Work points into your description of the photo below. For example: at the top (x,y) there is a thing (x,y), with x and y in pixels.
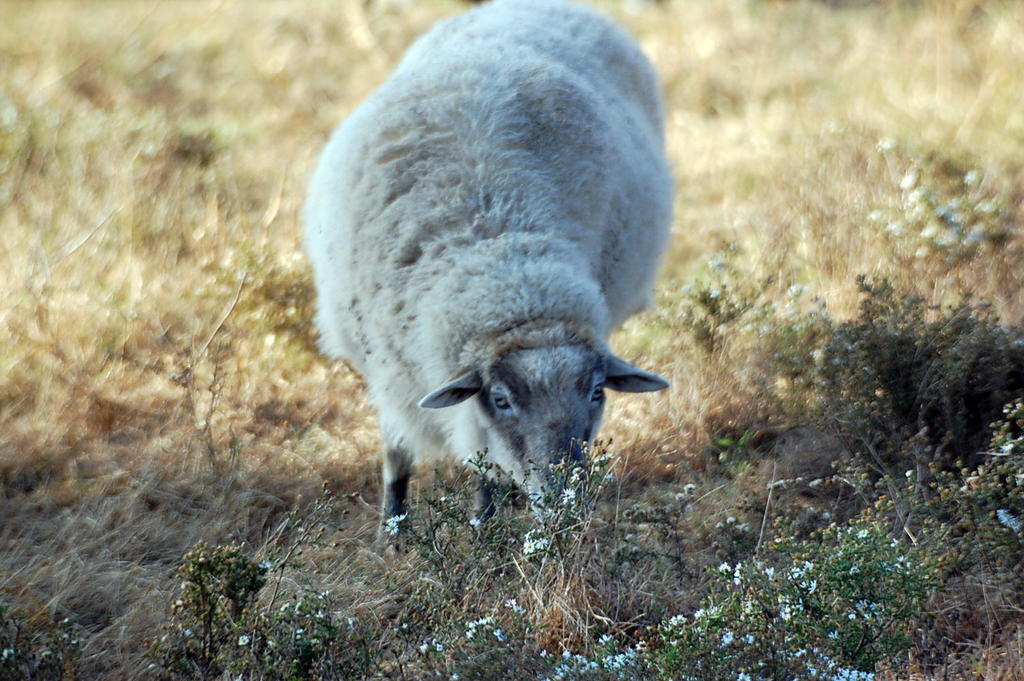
In this image, we can see a white color sheep (540,247) and there is grass (183,322) on the ground (802,58).
